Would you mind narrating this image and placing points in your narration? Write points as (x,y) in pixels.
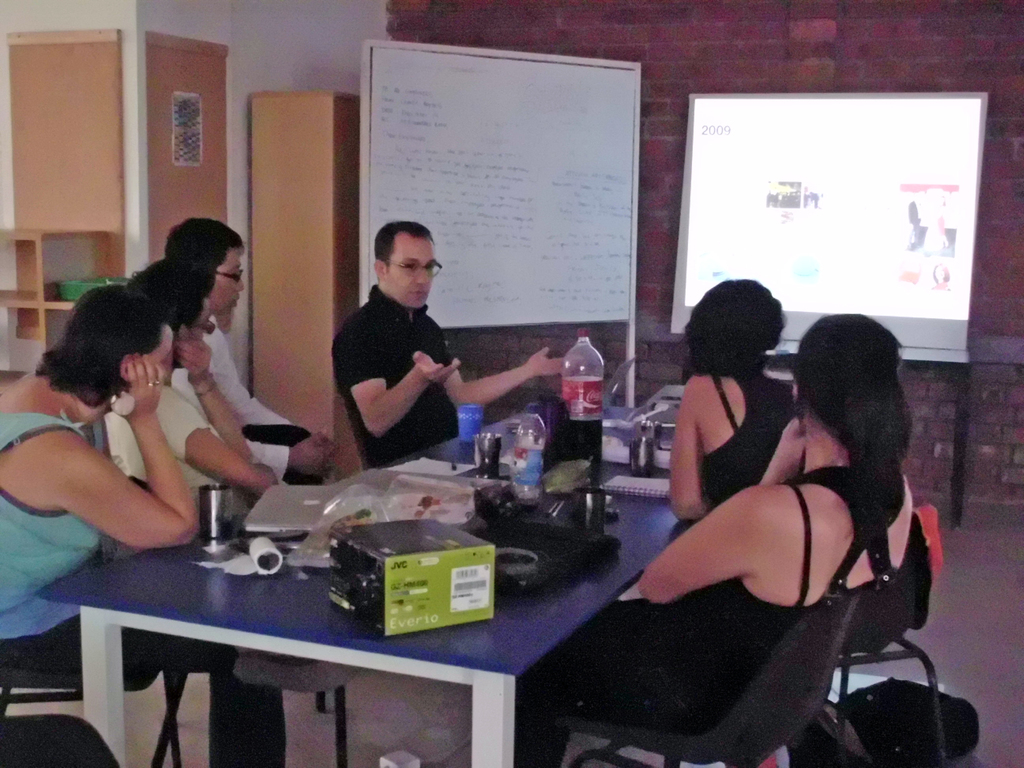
In the image we can see there are lot of people (776,595) who are sitting on chair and there is a table (530,606) in front of them.
